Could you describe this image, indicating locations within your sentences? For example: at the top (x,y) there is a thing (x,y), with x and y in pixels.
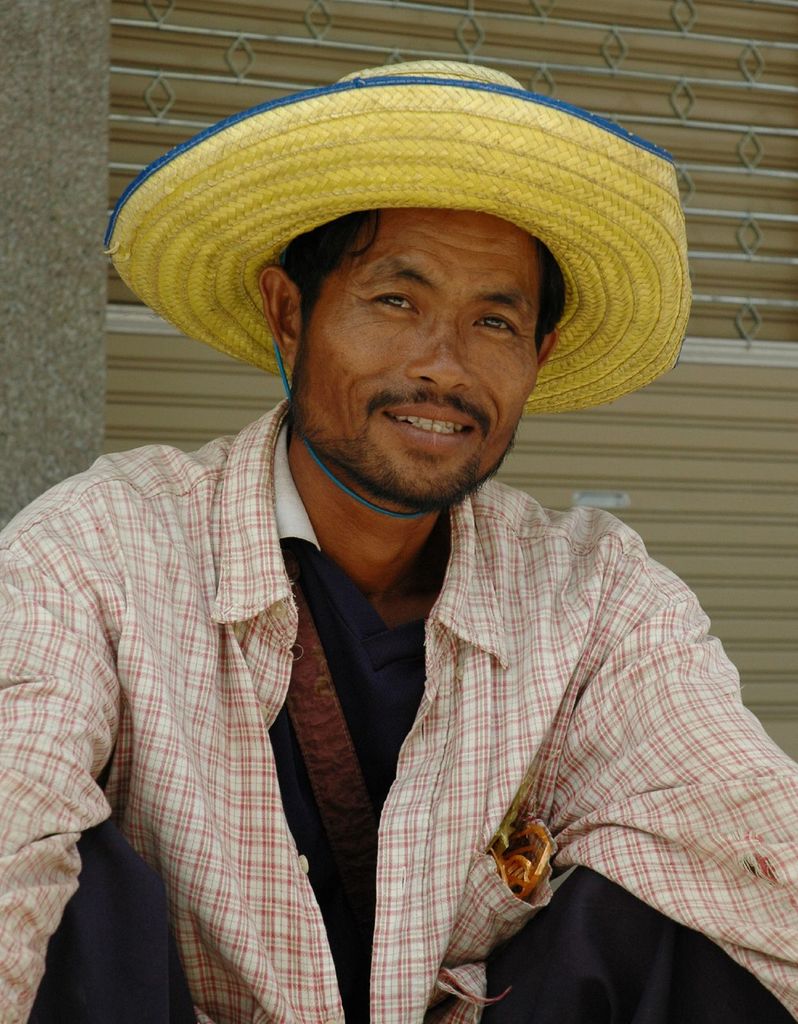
In the center of the image (417,555) we can see a person (431,708) in a different costume (348,670) and he is smiling. And we can see he is wearing a hat (568,247). And we can see some object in his pocket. In the background (123,392) there is a wall (79,385) and a shutter (634,458).
